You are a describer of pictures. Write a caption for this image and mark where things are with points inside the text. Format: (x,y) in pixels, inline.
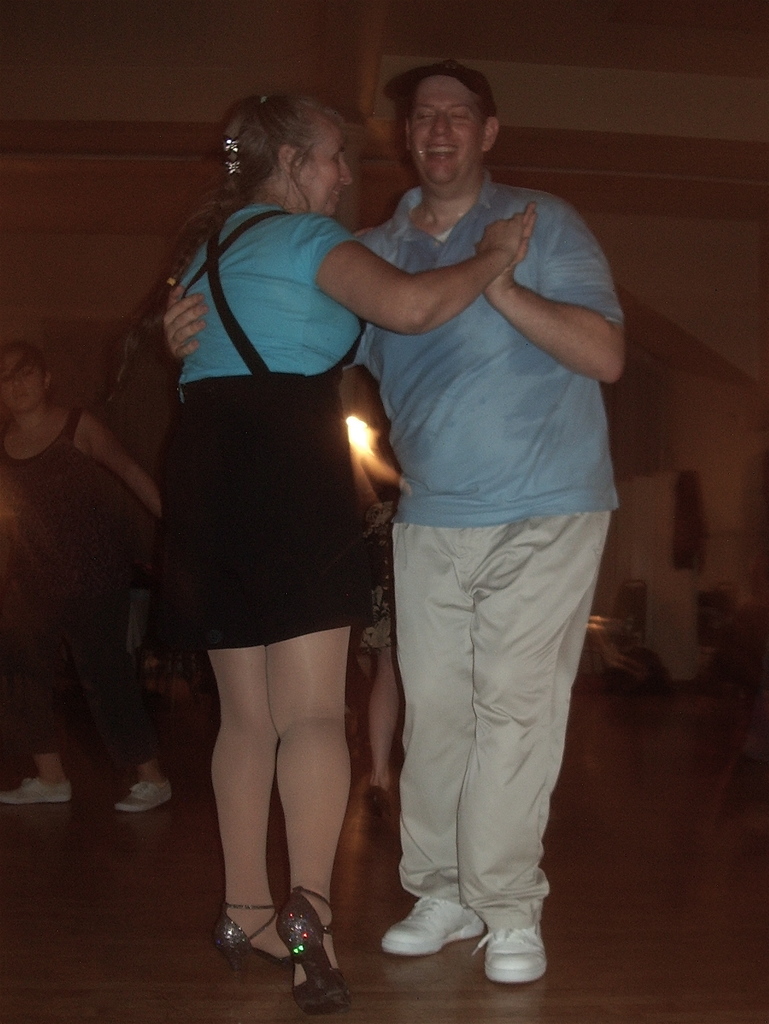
In the image we can see a man (488,412) and a woman (324,649) wearing clothes (338,563) and they are smiling and it looks like they are dancing. We can see there are even other people (66,594). Here we can see the floor (625,934) and the light (359,427).
